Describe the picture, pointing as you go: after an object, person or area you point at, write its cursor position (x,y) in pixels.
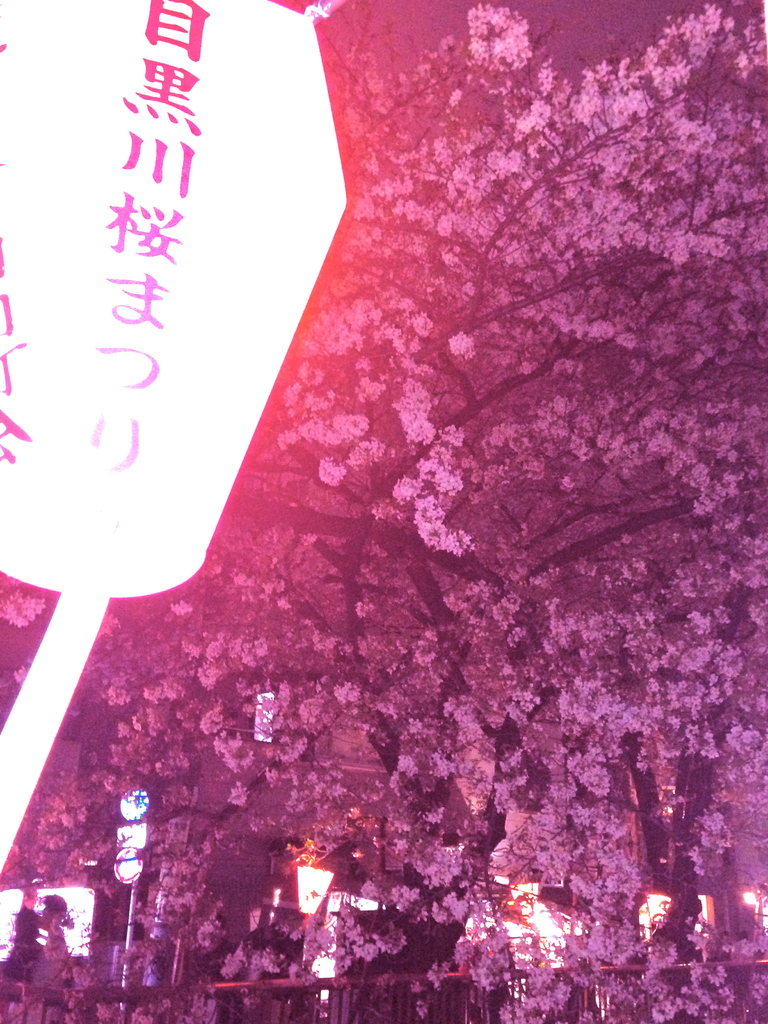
In the picture I can see trees (423,633), lights (353,898) and something written on an object (136,412).
